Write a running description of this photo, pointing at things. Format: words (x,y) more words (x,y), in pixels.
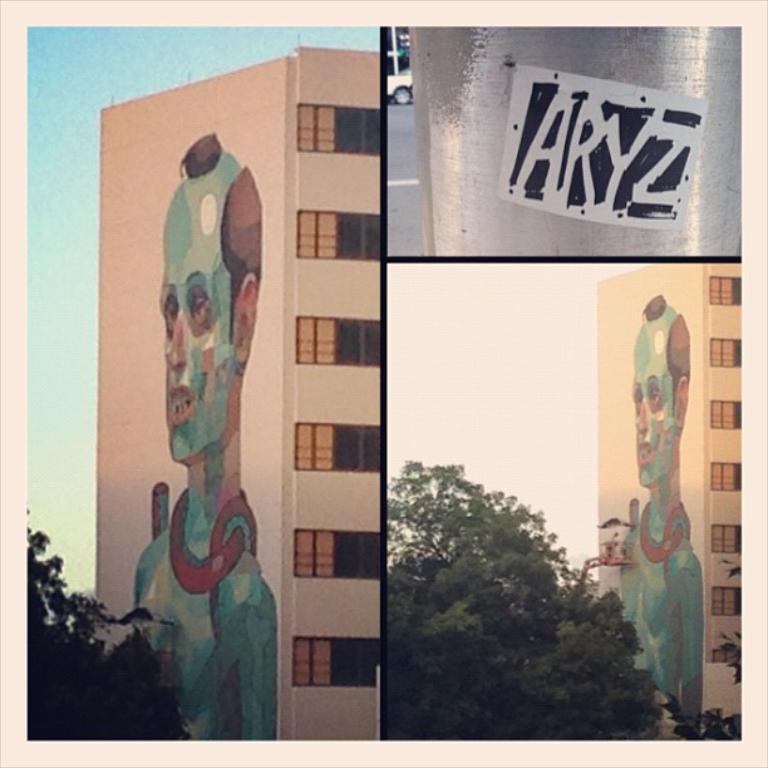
This is a collage. On the left side (162,396) image there is a building (267,364) with windows (299,431) and a painting (177,417) of a person (205,467). Also there is a tree (81,681). On the top right corner (528,157) there is a image with something written on that. Below the image there is a building (657,348) with windows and a painting (637,412) of a person (640,479). Also there is a tree (522,632).
